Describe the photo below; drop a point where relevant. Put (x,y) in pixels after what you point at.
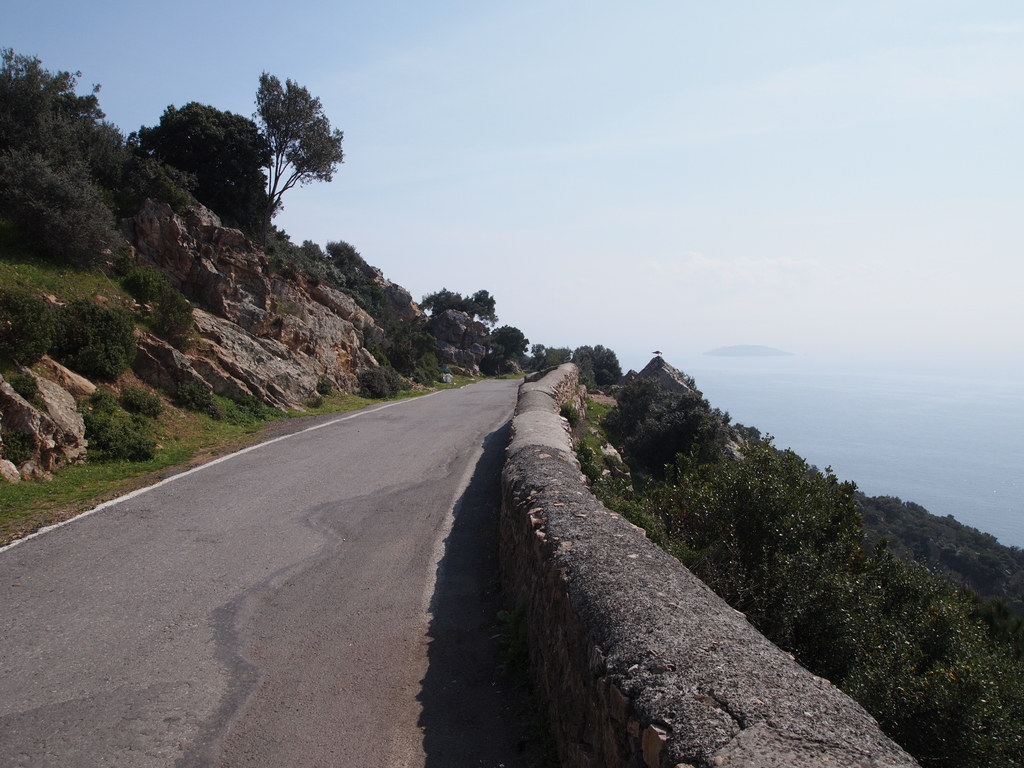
In this image I can see a fence (613,601), trees (775,604), mountains (243,360) and the sky (647,63). This image is taken may be during a day.
